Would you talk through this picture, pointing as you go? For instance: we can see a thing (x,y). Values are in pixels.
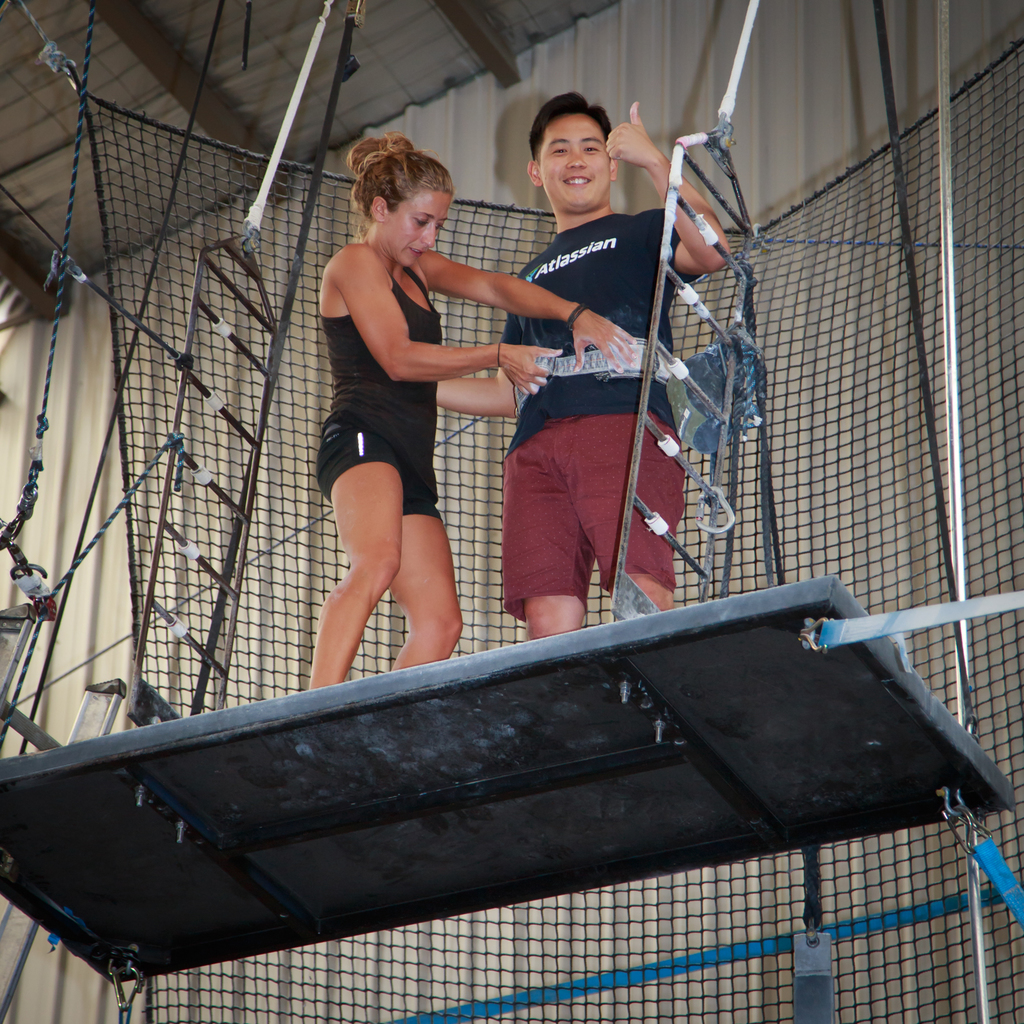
There are two persons (350,480) standing on an object (526,677) and there are some other objects (685,552) and a net (797,402) behind it.
